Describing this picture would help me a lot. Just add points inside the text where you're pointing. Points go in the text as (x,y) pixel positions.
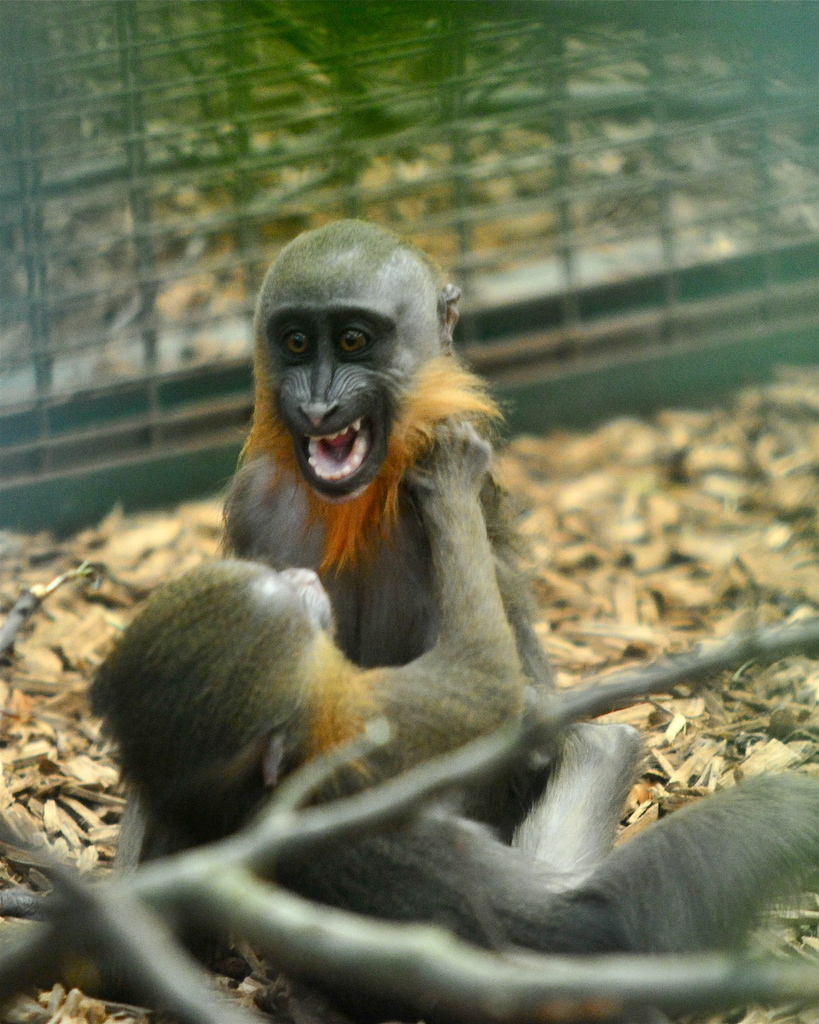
In this picture we can see monkeys (367,652), in the background (50,328) we can find fence (138,207).
